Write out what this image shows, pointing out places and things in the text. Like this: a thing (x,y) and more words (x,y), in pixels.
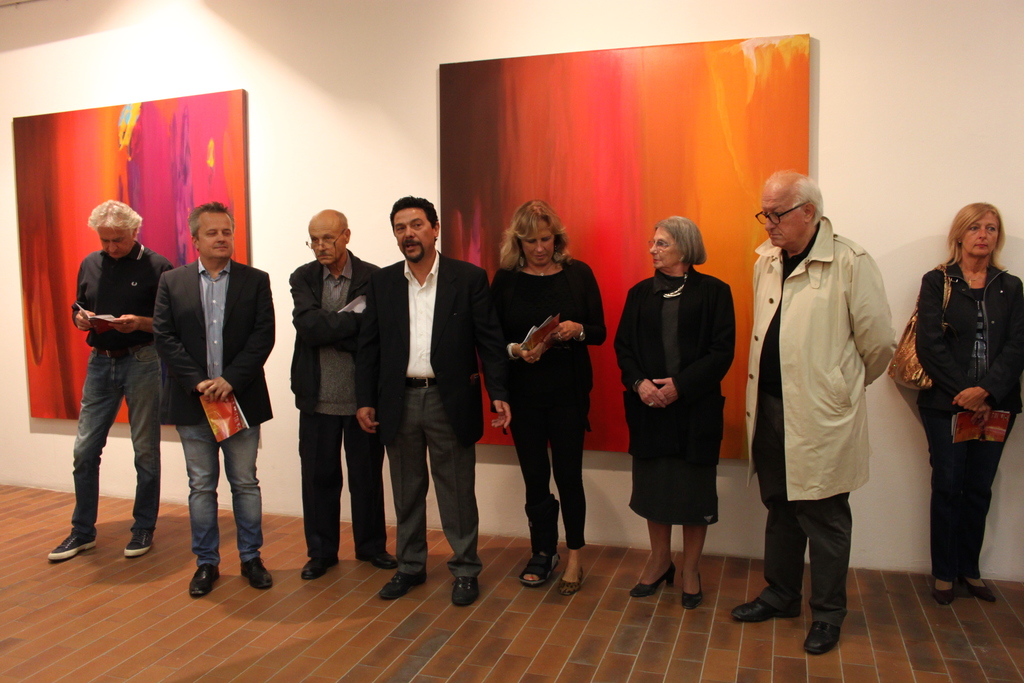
In the picture we can see a house floor (867,584), which is brown in color and on it we can see some people (843,586) are standing and they are in blazers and holding some cards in their hands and in the background (867,140), we can see a wall (855,144) which is white in color with two paintings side by side and top of it we can see a light shine (179,5).
